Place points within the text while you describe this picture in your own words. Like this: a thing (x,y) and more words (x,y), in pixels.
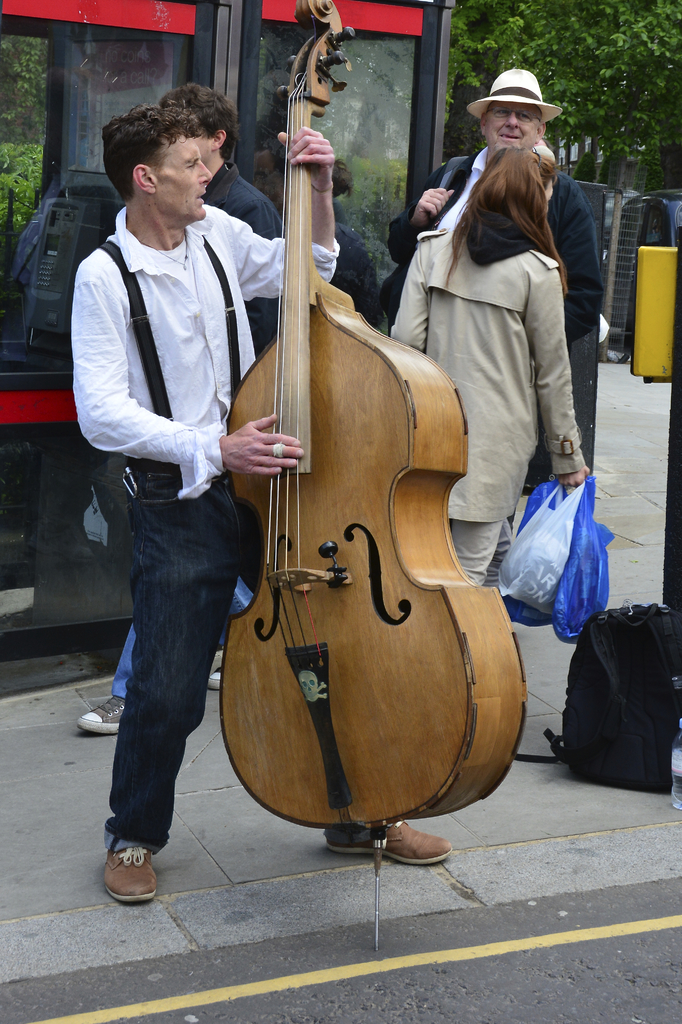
In this image, we can see a person (276,469) is playing a musical instrument (316,376) and standing on the walkway (257,889). At the bottom (371,955), we can see the road (505,999). Background we can see people (428,331), glass objects (88,222), trees (607,122), plants (15,59), mesh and few things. Here a woman (521,336) is holding carry bags (572,513). Here there is a backpack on the path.
